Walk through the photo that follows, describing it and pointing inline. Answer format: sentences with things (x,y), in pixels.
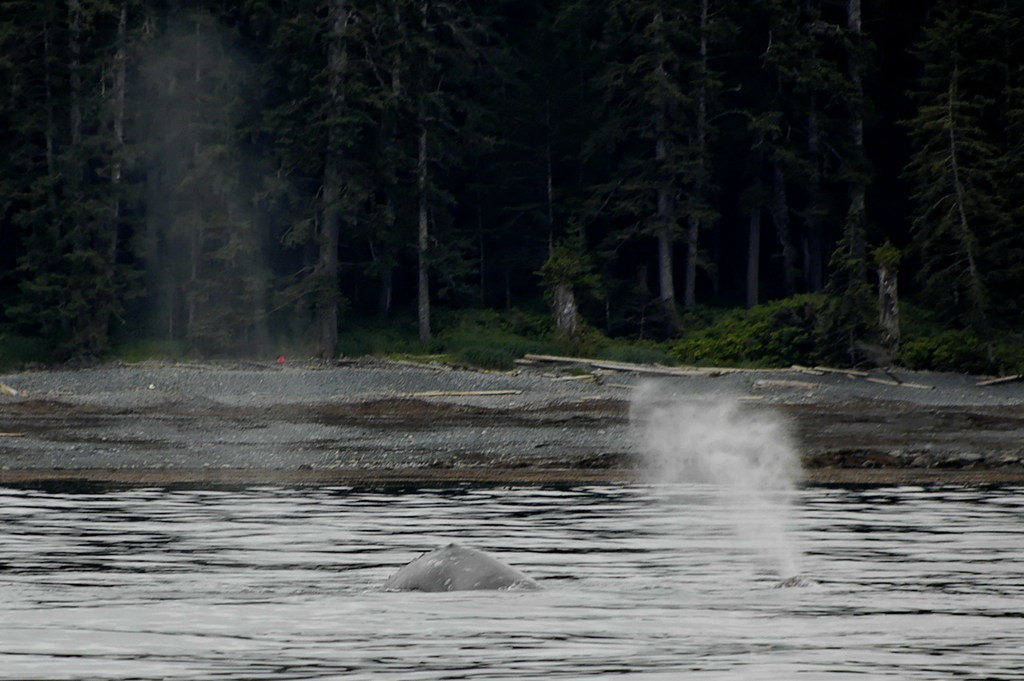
In this image we can see an animal (429,557) in the water (362,513). And we can see the plants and trees (388,156).
